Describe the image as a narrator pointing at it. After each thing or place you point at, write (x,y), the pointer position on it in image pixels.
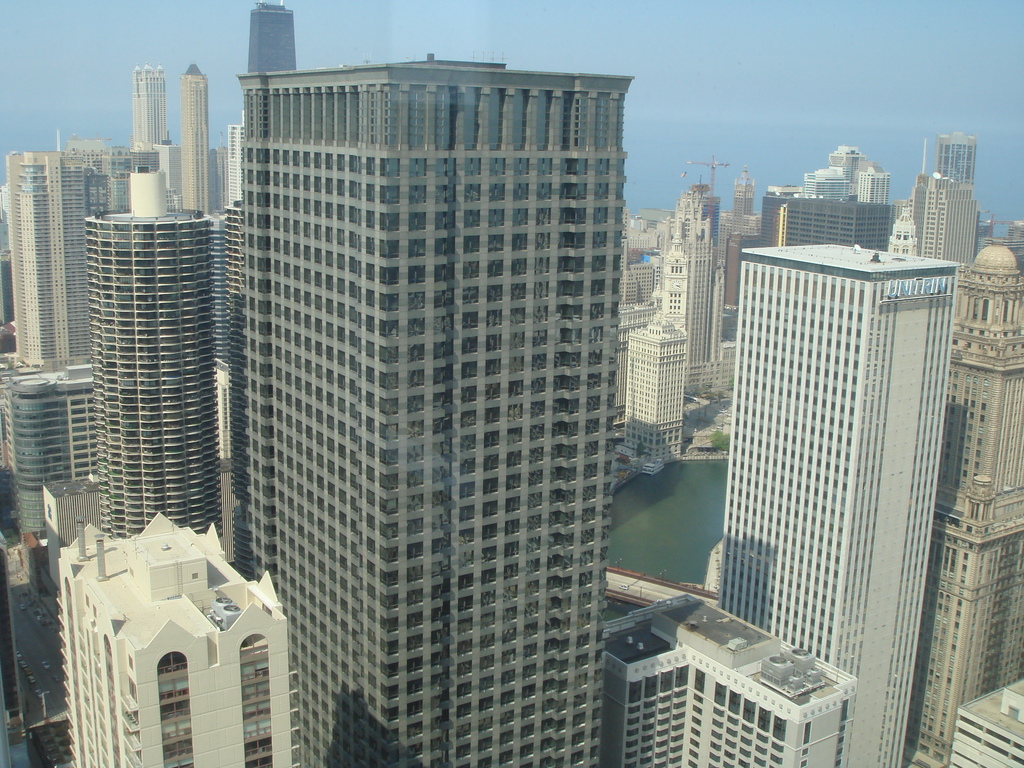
There are very big buildings (439,472) in this image, there is water (687,513). At the top (705,62) it is the sky (711,56).
